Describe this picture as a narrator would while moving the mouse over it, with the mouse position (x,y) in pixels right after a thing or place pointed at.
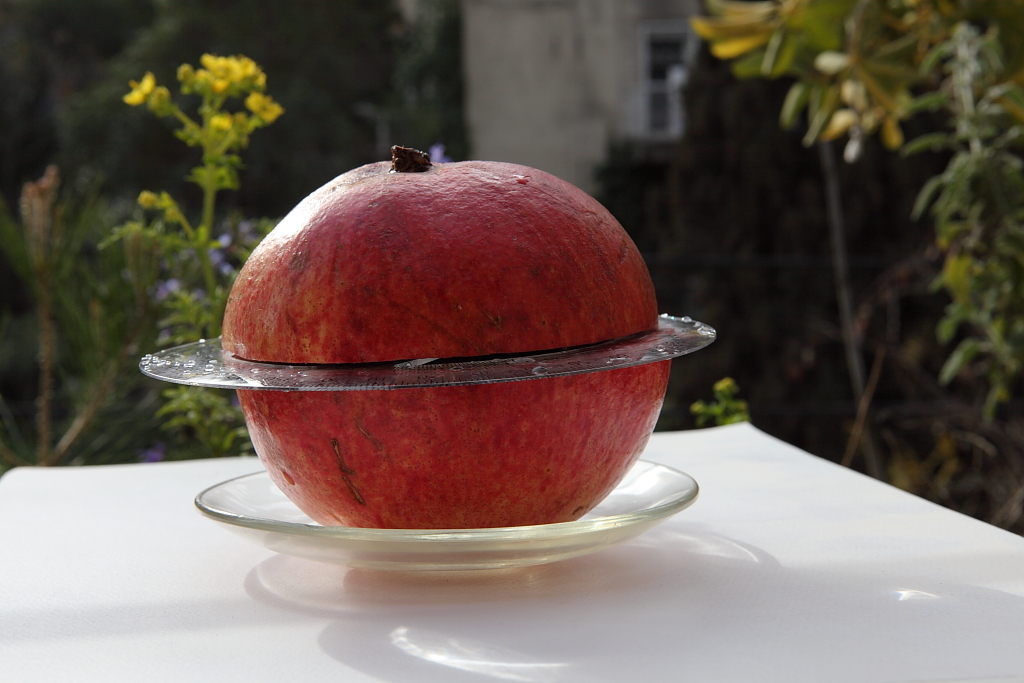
In this picture we can see red pomegranate (469,436) in the small transparent plate (430,542), placed on the white table top (530,638). Behind we can see some plants (957,264).
